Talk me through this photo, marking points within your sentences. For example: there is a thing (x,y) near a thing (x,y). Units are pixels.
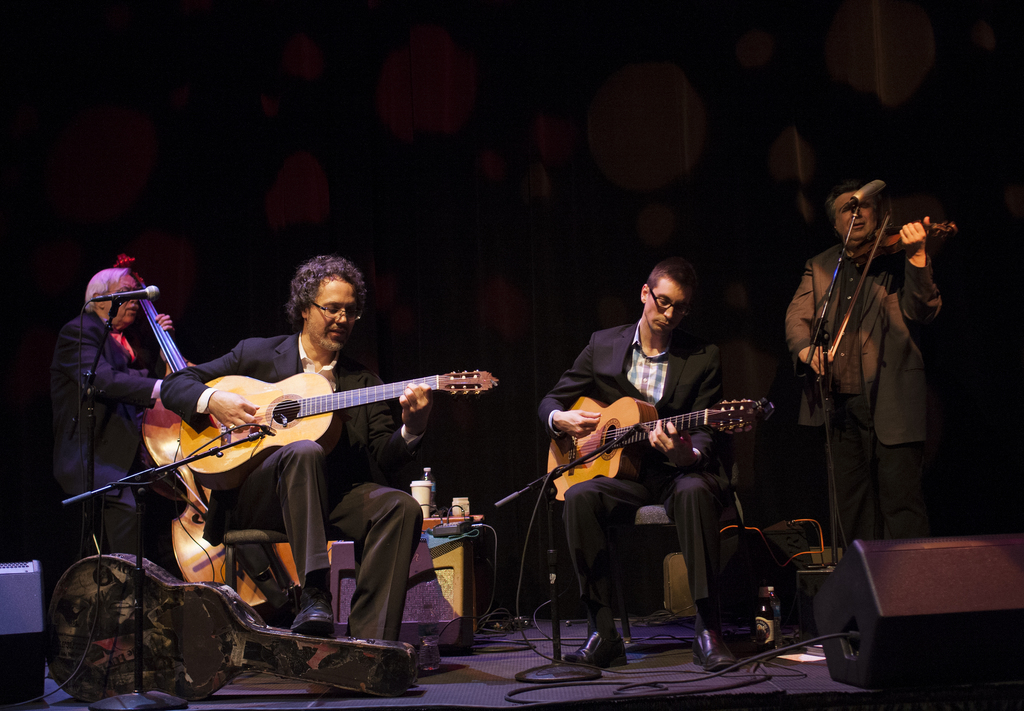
this picture shows four people (108,271) performing on a dais (87,704) by playing the musical instruments (435,381) with the help of a microphone (860,191).
